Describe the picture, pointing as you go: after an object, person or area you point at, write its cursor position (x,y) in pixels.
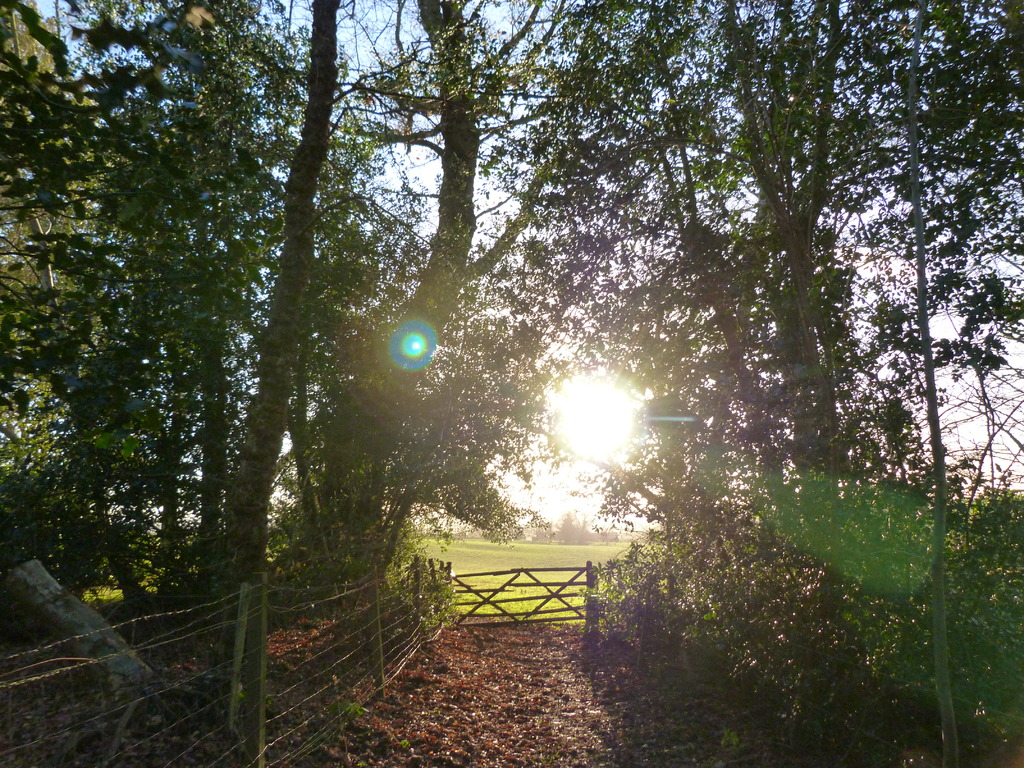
This picture is taken from the outside of the city. In this image, we can see some trees (682,431) and plants (795,701). On the left side (162,686), we can see a net fence (415,649). At the top (419,187), we can see a sky (621,456) and a sun (600,427), at the bottom (550,562), we can see a grass (529,558) and a land (505,678).
